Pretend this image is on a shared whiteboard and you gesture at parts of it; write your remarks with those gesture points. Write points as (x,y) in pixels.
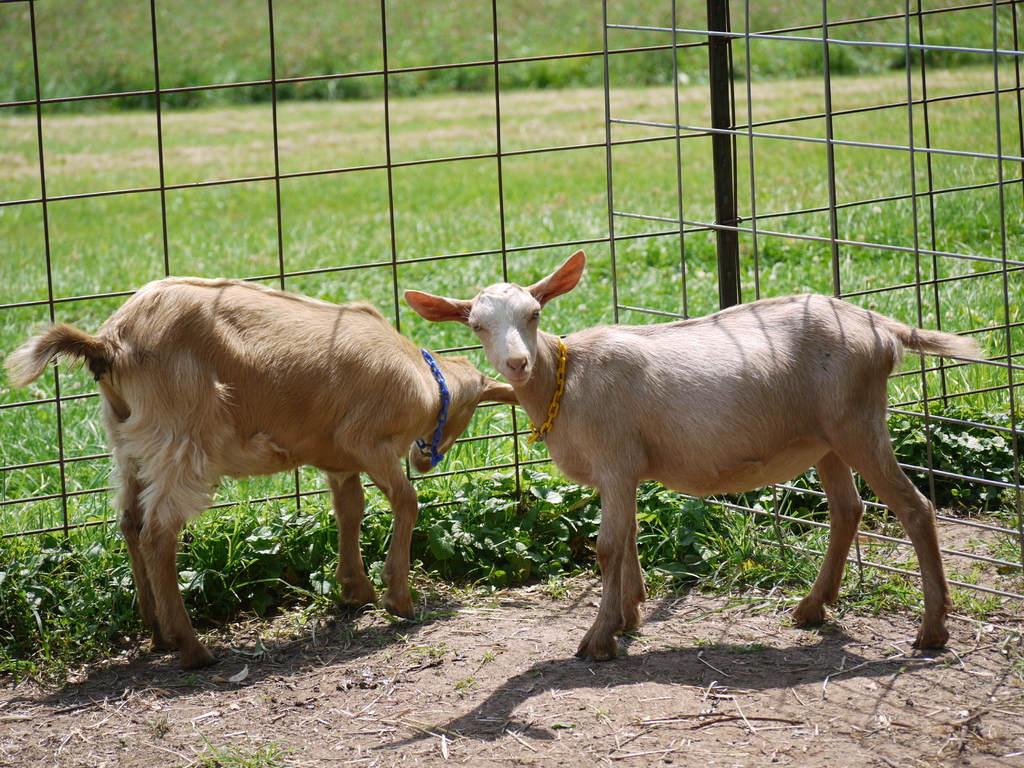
In this image I can see two animals (395,374) in brown and white color. Back I can see a green grass (423,287) and railing (444,474).
